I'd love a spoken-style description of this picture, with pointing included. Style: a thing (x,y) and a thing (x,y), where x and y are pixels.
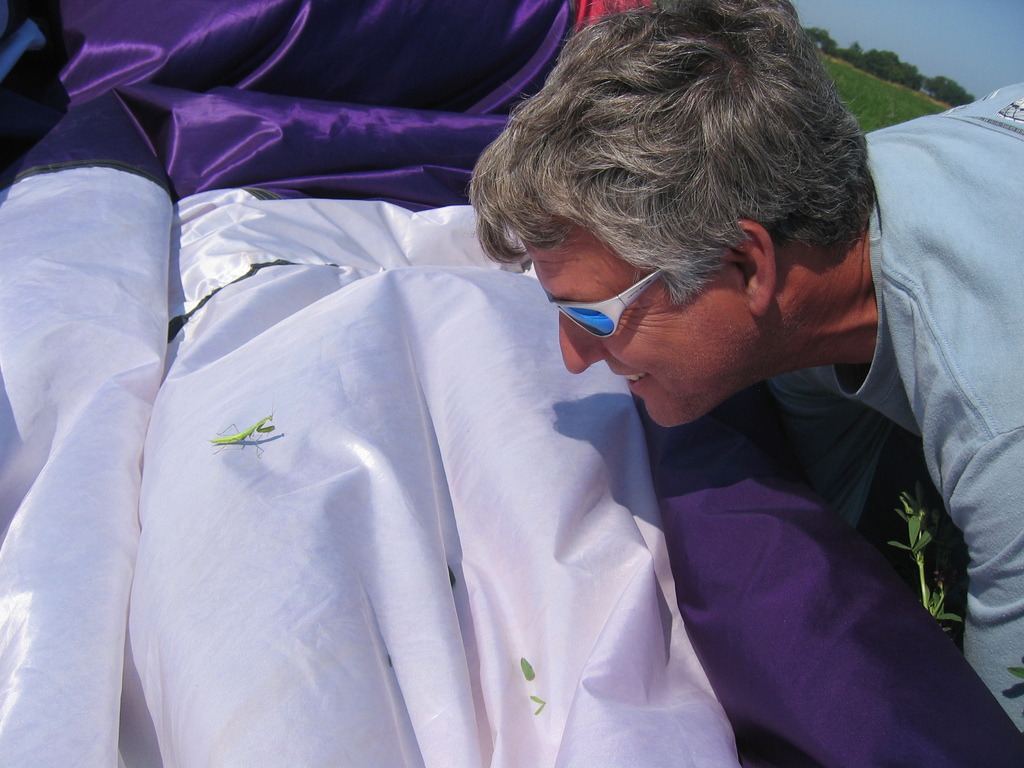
In this image we can see praying mantis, clothes (397,318), trees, plant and we can also see a person (675,260) wearing glasses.
